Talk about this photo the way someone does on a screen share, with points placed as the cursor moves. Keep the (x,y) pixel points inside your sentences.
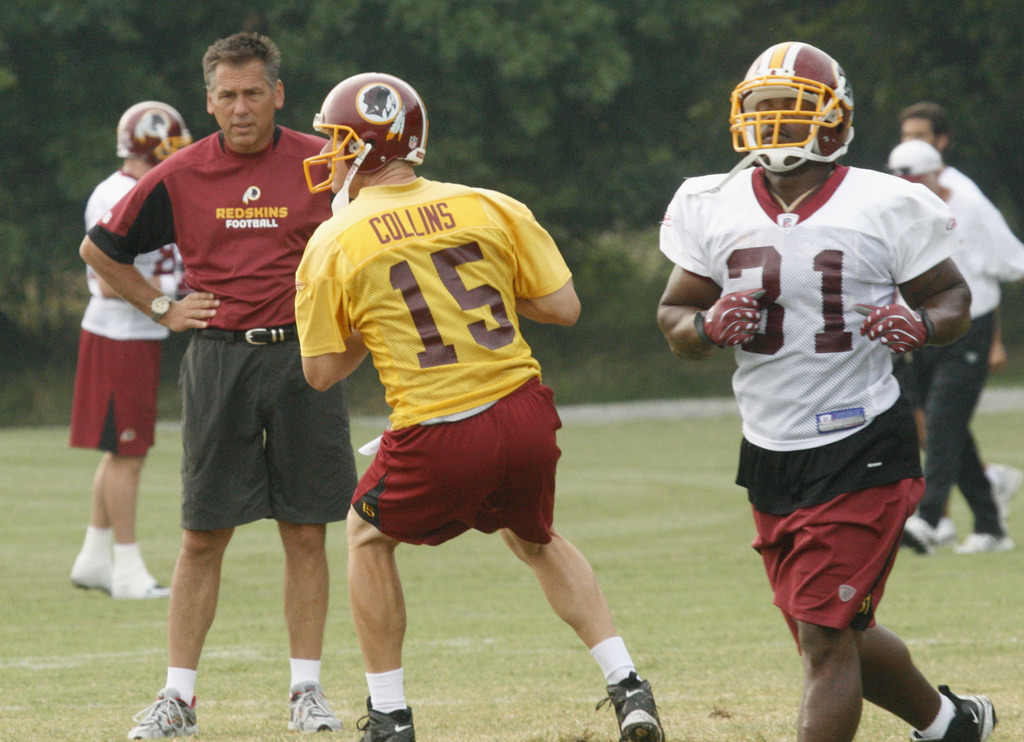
In this picture there is a man (359,180) who is wearing t-shirt (461,224), short (451,444) and shoe (398,725), beside him there is an old man (236,247) is wearing watch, short (209,400) and shoe (322,727). On the right (950,336) there is a man (897,323) who is wearing thirty one number jersey (818,347). He is running on the ground (537,733). Behind him there are two persons (966,272) were walking. On the left (124,367) there is a man (148,277). He is wearing helmet (166,111), t-shirt (103,204), gloves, short (130,411) and shoe (153,578). In the background (59,158) we can see many trees (489,146) and plants (581,264).
